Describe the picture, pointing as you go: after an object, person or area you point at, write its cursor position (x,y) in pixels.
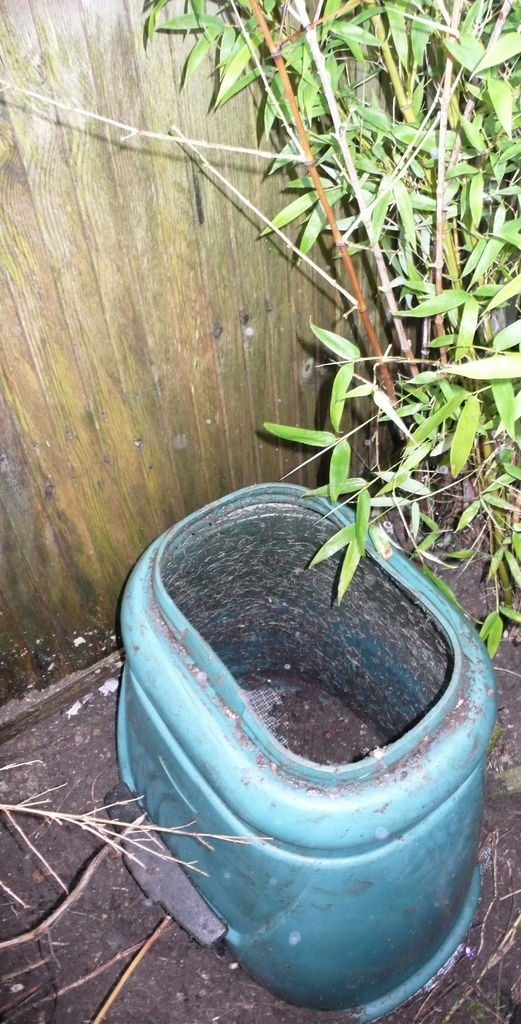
In this picture I can see a plastic box (315,659) at the bottom (133,699), on the right side (444,411) there are trees (381,251), in the background (251,471) it looks like a wooden wall (155,506).
